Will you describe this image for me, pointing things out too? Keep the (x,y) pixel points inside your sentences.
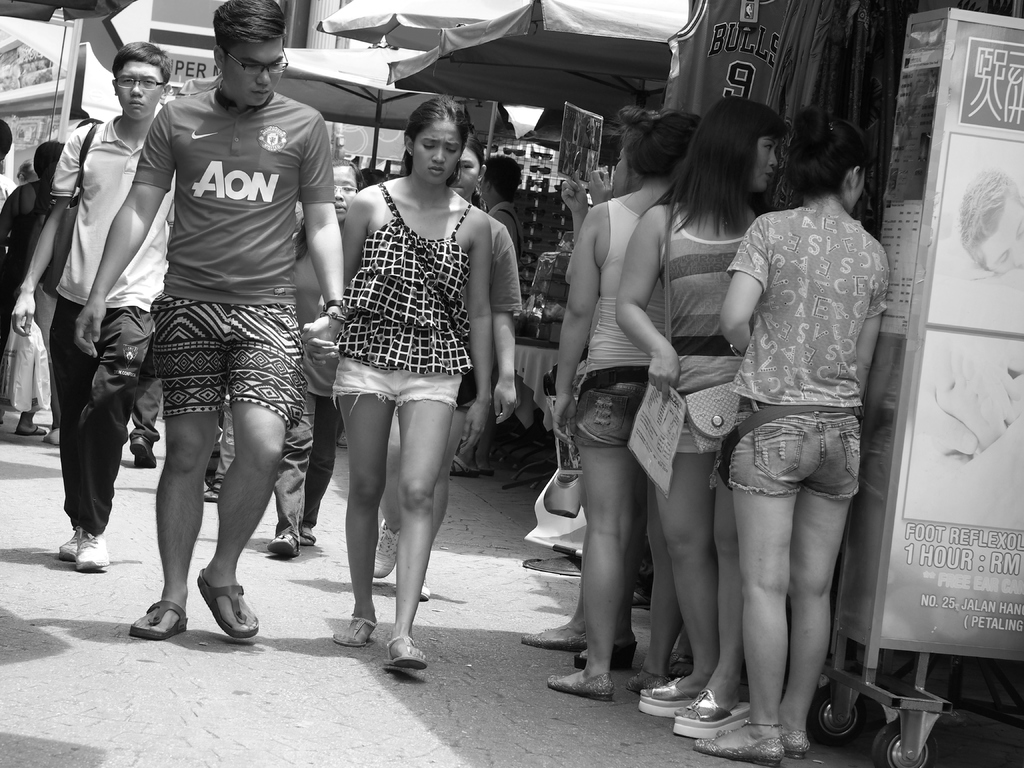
This is a black and white picture. In the middle of the picture (446,388), we see people (407,336) are walking on the road (296,574). on the right side (869,397), we see the stall (920,234) and people (679,374) are standing beside that. We see the people (732,287) standing under the tents (340,79). We even see stalls (376,22) in the background (562,70). This picture is clicked in the city.
